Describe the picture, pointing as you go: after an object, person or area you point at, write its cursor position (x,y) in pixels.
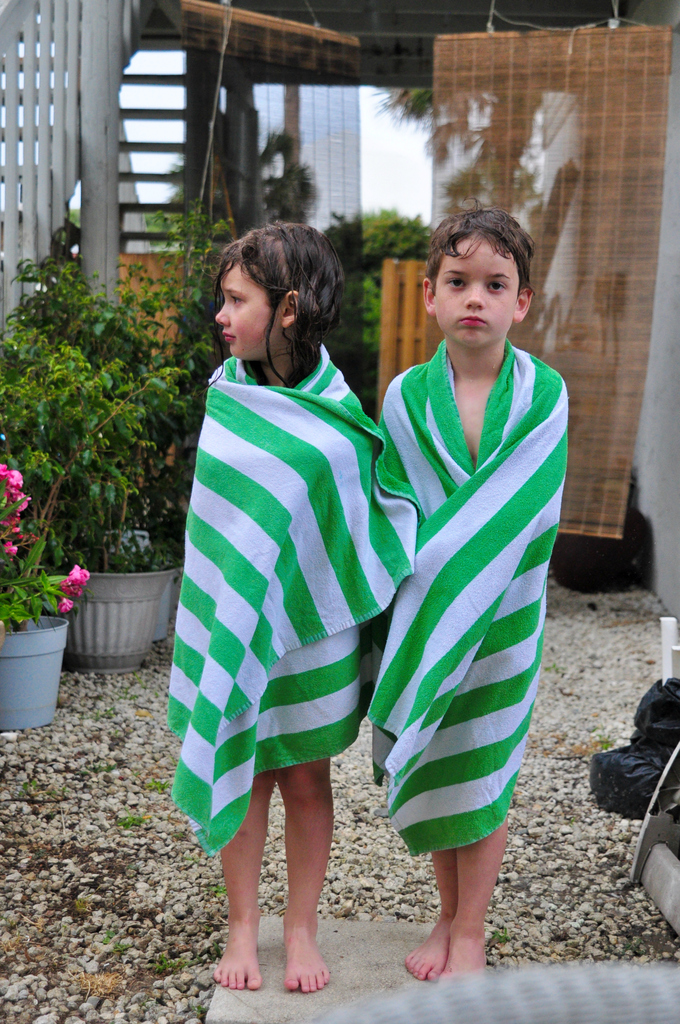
In this image we can see two children (355,725) standing on the marble (331,947) covering their body (316,968) with the towels (327,641). On the backside (113,806) we can see some stones (125,839), plants (116,523) in a pot (113,597), stairs (170,176), bamboo sheet (626,216) and windows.
